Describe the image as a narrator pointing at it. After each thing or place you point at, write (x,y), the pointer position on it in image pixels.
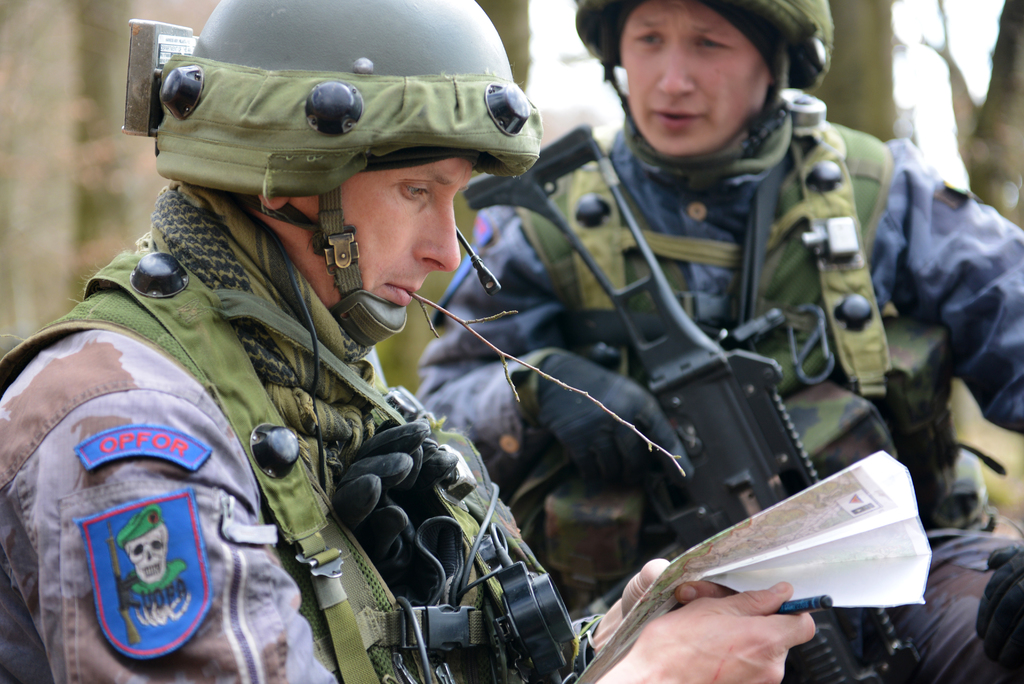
The picture consists of soldiers (410,225). In the foreground (244,339) we can see a person (733,592) holding a map (781,566). The background (101,127) is blurred.
